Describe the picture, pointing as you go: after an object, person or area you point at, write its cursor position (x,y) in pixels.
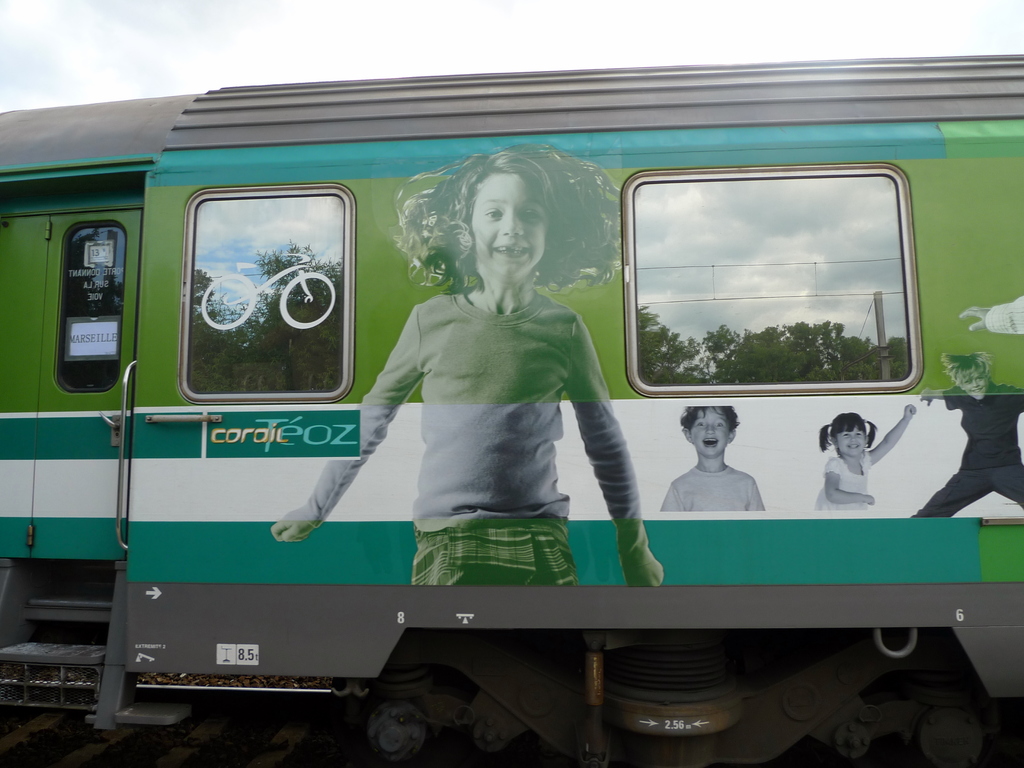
In this image we can see green color train (677,167). The sky (151,41) is covered with clouds (271,30).
